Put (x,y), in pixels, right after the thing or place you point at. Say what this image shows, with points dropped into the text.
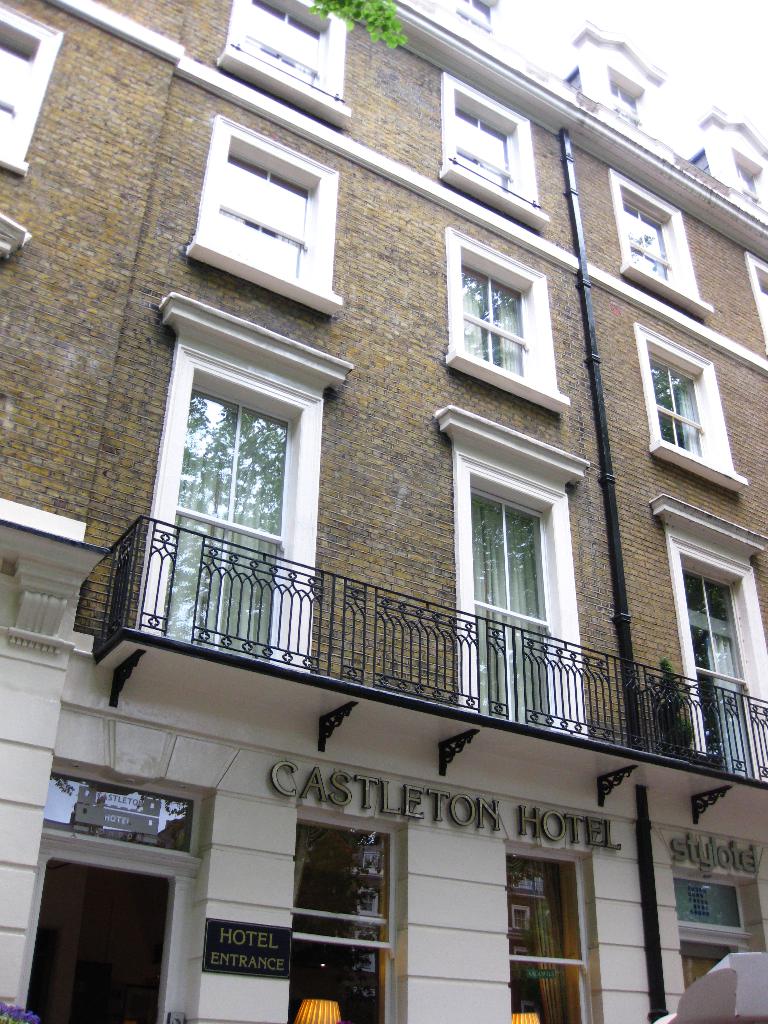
In this image I can see a building (224,497) along with windows (463,538) and also there is a railing (435,652). At the bottom (239,942), I can see a black color board (236,949) is attached to the wall (250,861). At the top of the image (368,16) few leaves (359,12) are visible.
